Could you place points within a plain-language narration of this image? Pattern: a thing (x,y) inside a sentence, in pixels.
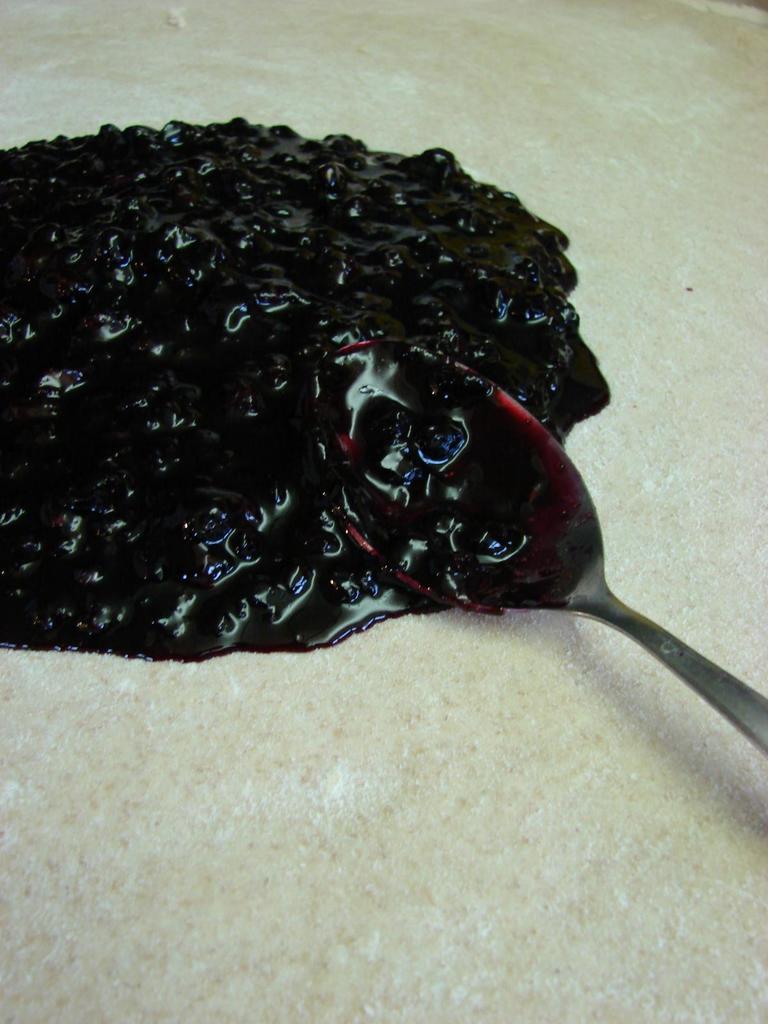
In this image there is dough (325,827) and in the middle of the image (397,466) there is a spoon (683,666) and jam (328,478) on the dough (654,242).
